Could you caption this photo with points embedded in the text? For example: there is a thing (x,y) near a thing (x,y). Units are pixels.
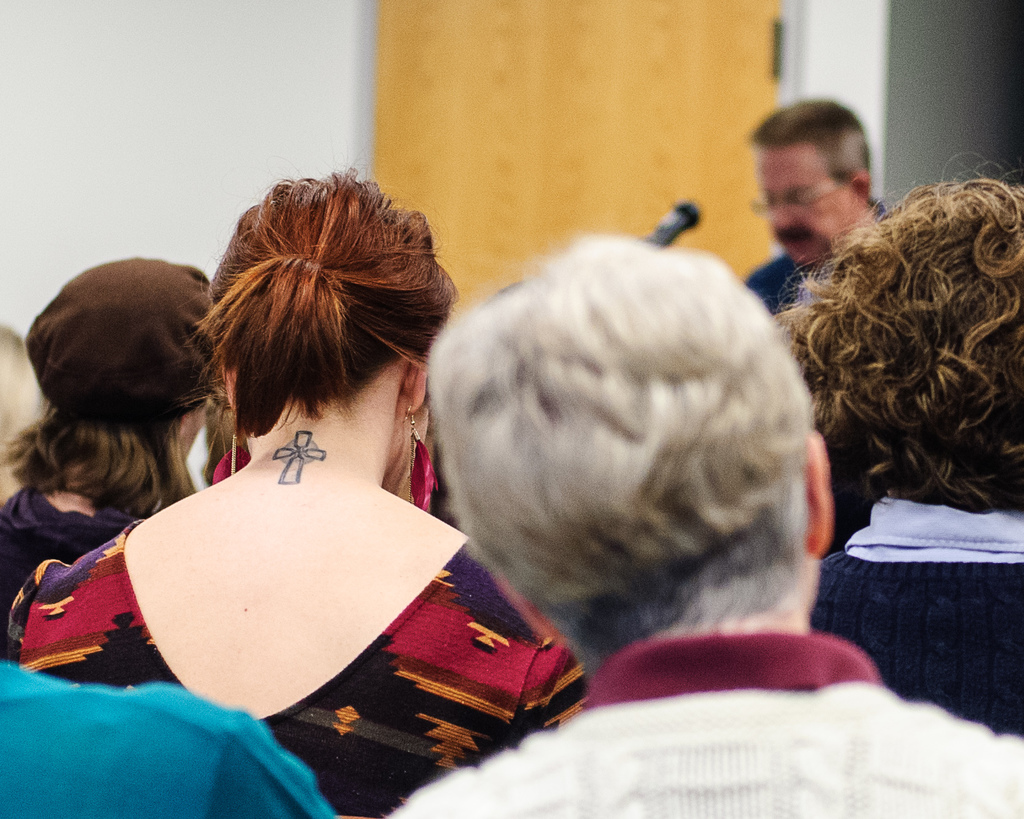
In this picture we can see a group of people (487,459), a microphone (688,222), wall (177,94) and it looks like a door (505,26).
